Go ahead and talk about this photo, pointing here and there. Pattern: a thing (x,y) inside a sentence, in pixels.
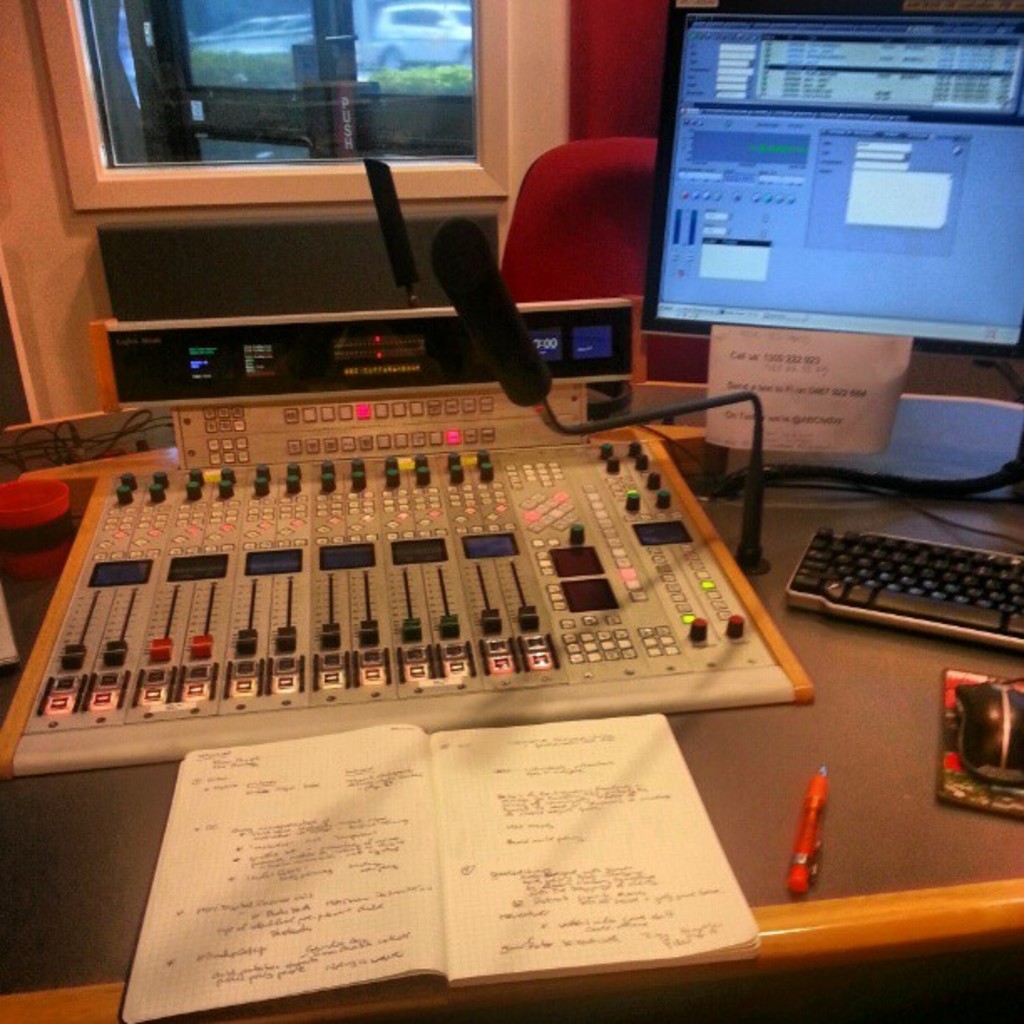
In this image I can see a table (781,755) and on it I can see an equipment (505,529), a pen (818,790), a notebook (509,792), a mouse (959,739), a mouse pad (952,712), a keyboard (818,609), a mic (756,479), a monitor (705,166) and a white colour paper (856,427). I can also see something is written on the notebook (643,809) and on the paper (740,352). In the background (428,41) I can see few wires (46,450), a red chair (692,349), a window (505,60) and through the window (285,52) I can see bushes (454,71) and a car (378,57).
